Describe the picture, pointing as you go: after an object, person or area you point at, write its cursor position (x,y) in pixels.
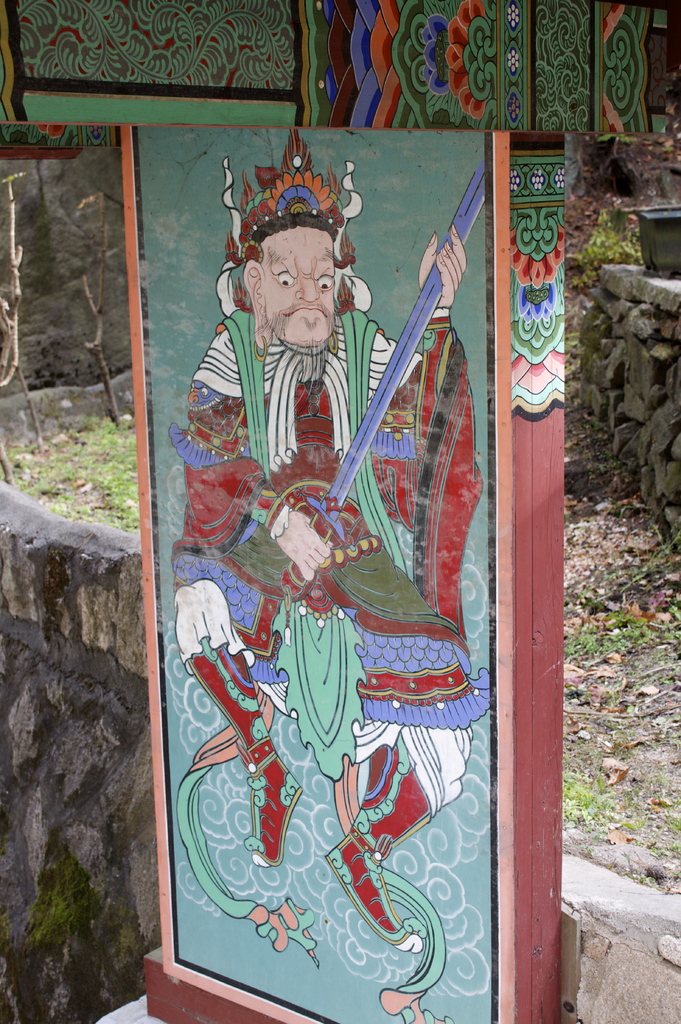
In this image there is a painting (308,471) on a wooden board (385,820), behind the board (315,334) there are rocks (626,423) and there are some dry leaves (635,746) on the surface (607,715).
